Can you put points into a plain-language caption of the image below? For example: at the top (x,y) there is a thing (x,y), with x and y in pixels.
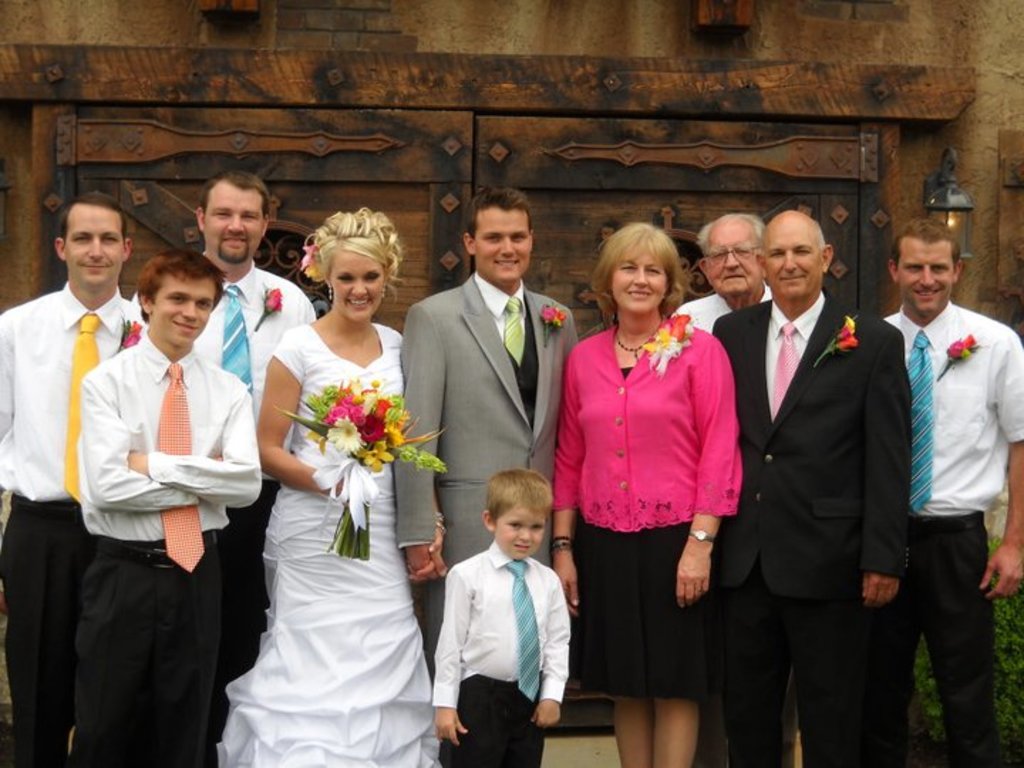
There is a child (476,605) in white color shirt (474,610), standing. Back to him, there are persons (52,425) in different color dresses (60,442), standing and smiling. In the background (243,44), there is a building (429,108) which is having gates (486,133) and a light (936,186) on the wall (982,172).
